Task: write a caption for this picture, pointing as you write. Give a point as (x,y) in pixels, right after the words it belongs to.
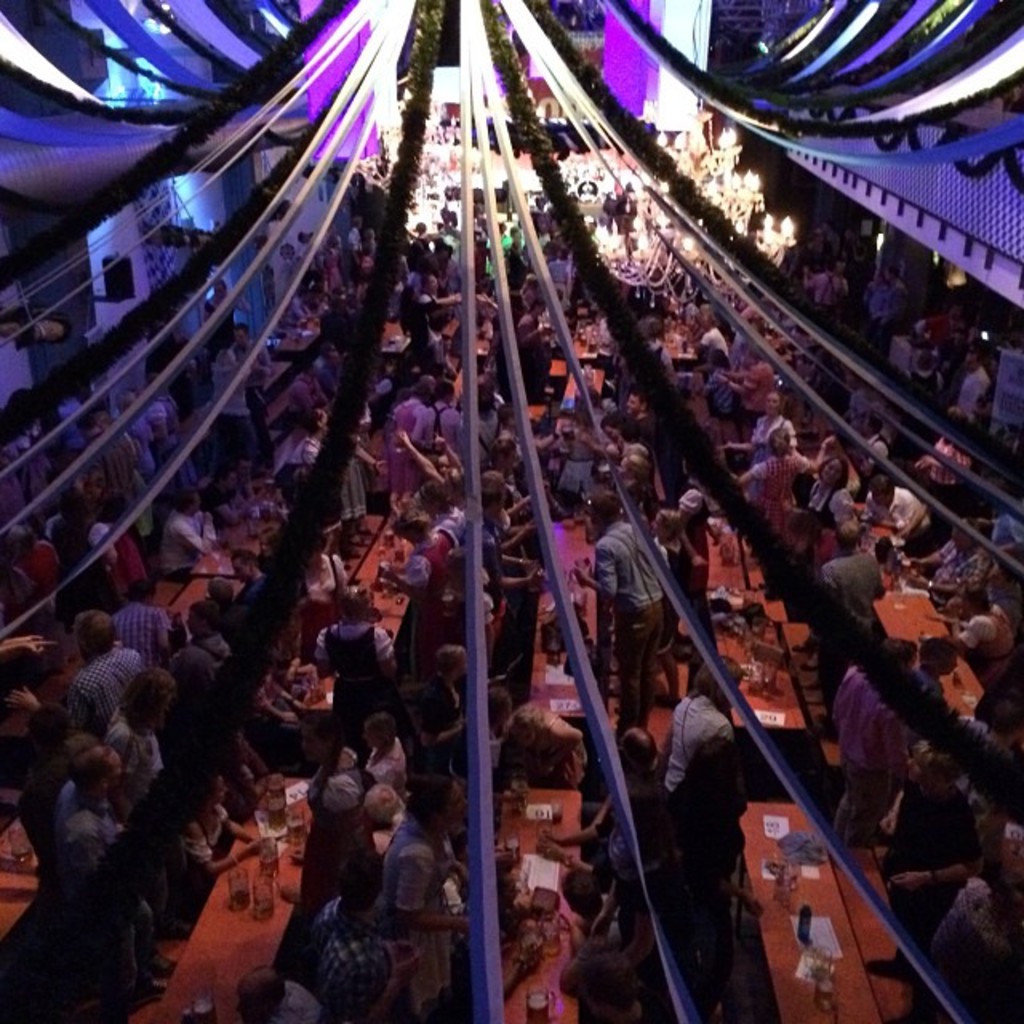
In this image, we can see many people (561,722) near the table (574,712) and at the top (588,263), we can see some decorative items (314,520).
